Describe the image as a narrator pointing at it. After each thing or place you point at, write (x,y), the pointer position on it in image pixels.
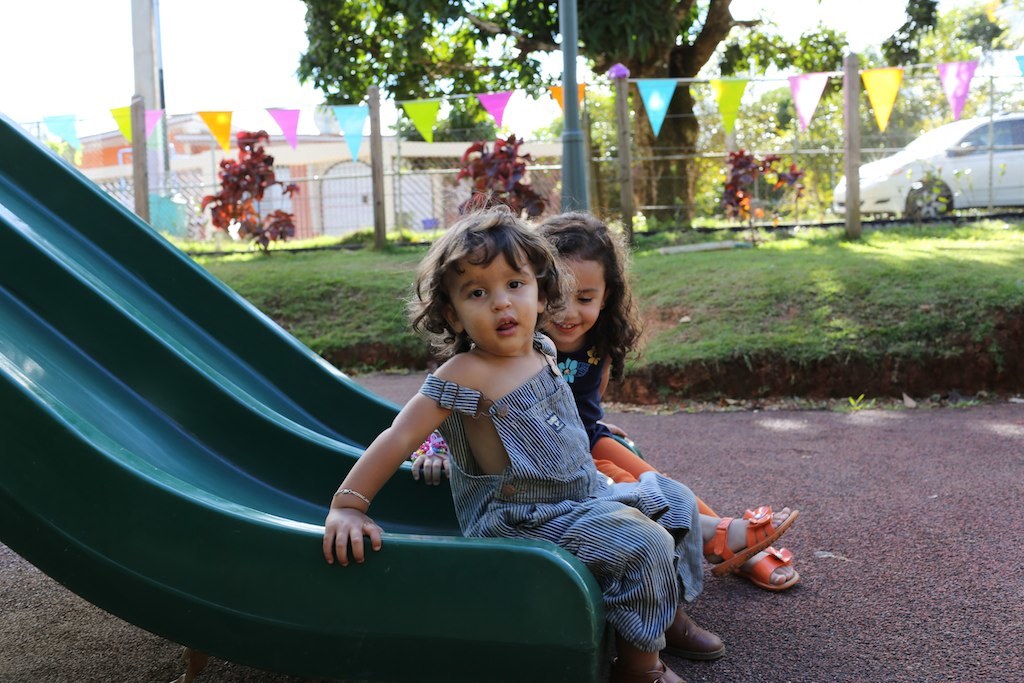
In the picture we can see two kids (457,403) sitting on slider (64,463), there is grass (940,254) and in the background of the picture (347,189) there are some trees (799,196), houses (326,208), car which is parked and there is clear sky (238,78).
